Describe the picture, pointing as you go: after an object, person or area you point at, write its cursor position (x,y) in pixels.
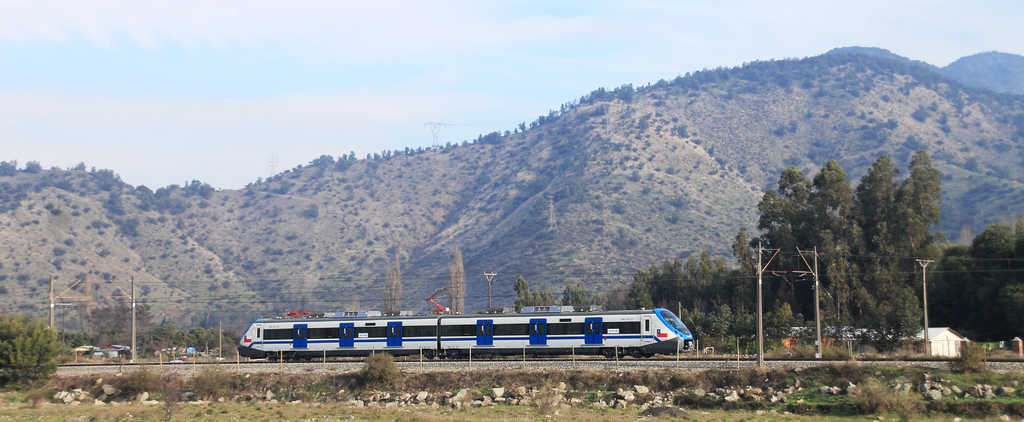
In this image, I can see the trees (771,319), rocks (701,393), plants (835,397), houses (951,334), current poles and a train (413,333) on the railway track (705,362). In the background (221,280), there are hills (828,122) and the sky (487,82).
